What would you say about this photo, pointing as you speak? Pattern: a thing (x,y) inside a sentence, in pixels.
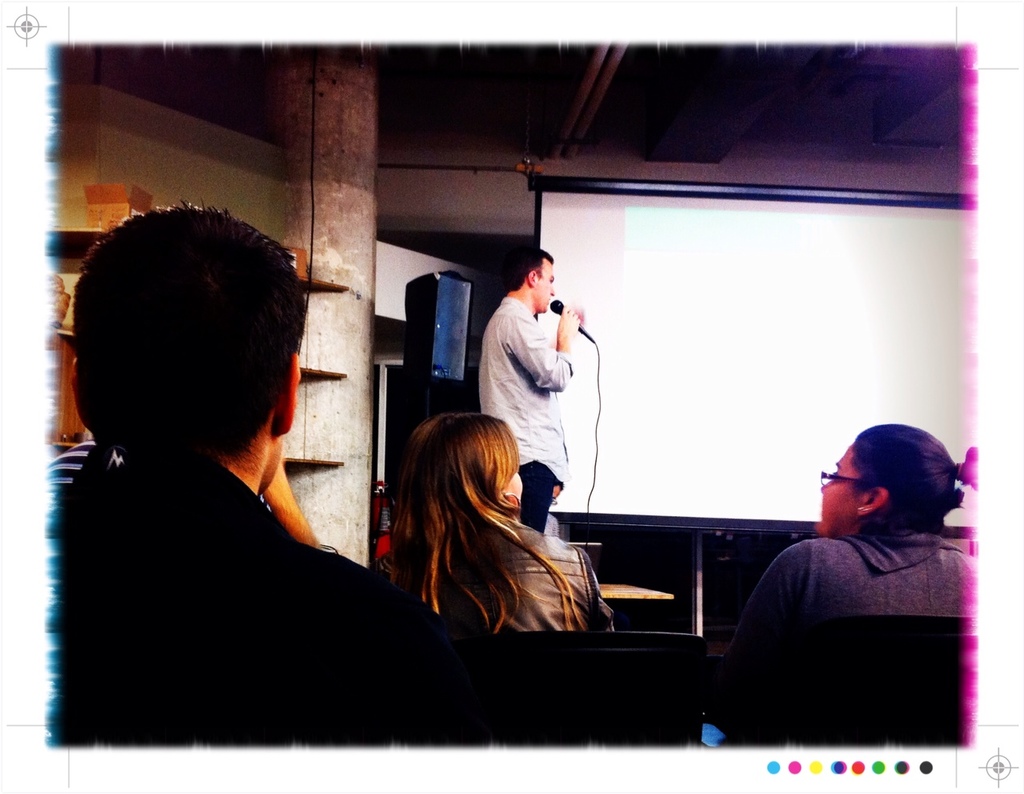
In this image we can see a person (544,376) wearing white color shirt (531,380), black color pant (550,482) standing and holding microphone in his hands (558,328), in the foreground of the image (249,337) there are some persons (439,517) sitting and in the background of the image (451,384) there is sound box (467,352), projector screen (703,304) and a wall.
